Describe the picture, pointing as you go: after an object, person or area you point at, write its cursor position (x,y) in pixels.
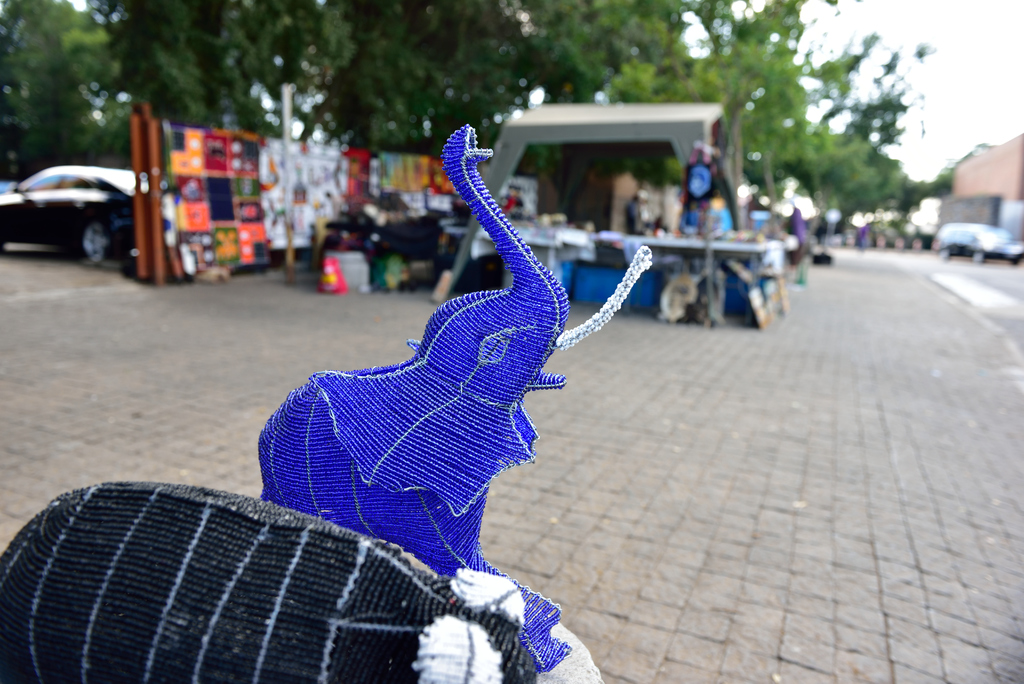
On the right side of the image (957,244) we can see a car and trees (401,118). In the left side of the image (310,488) we can see an elephant toy (455,360). On the left side of the image (314,146) we can see a road (772,469), shop (687,163) and car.
